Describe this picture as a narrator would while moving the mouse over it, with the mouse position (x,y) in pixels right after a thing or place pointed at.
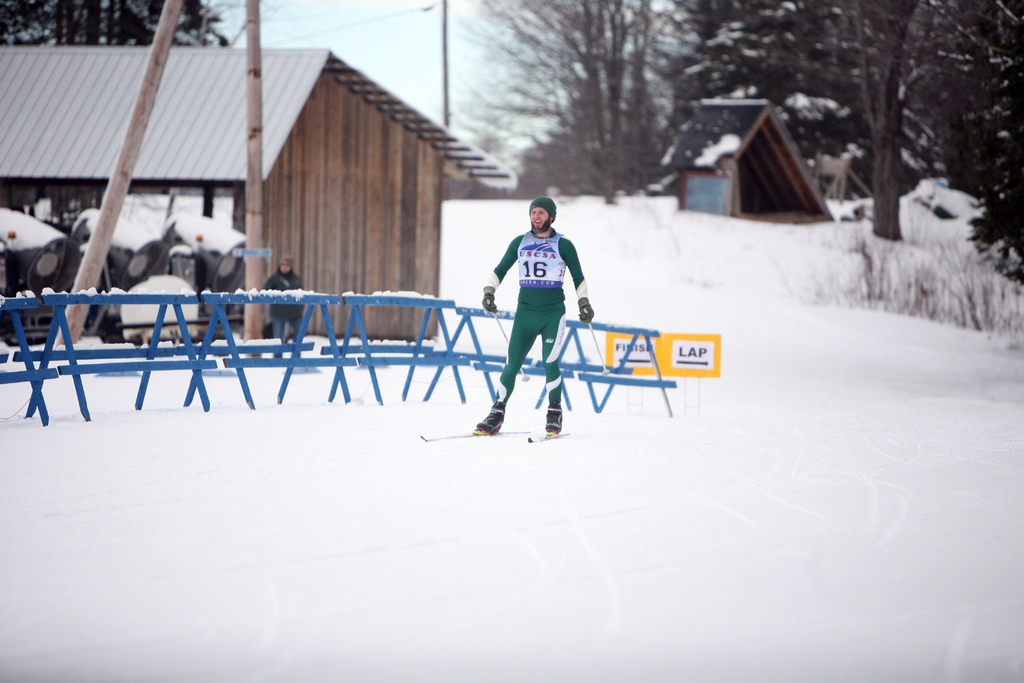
In this image there is a man (543,318) skating on snow (761,304), in the background (105,90) there are sheds (327,145) fencing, trees (202,41) and poles (165,52).
